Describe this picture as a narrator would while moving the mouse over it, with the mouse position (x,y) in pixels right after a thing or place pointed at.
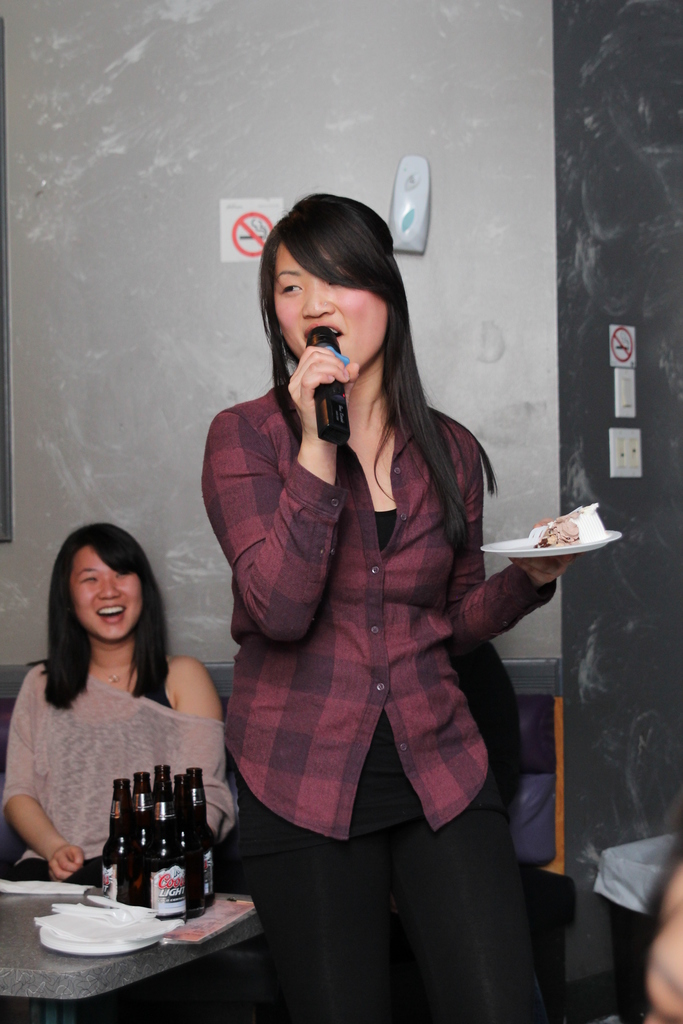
On the background of the picture (299,88) we can see a wall (424,100) and a box (419,209) here. This is a socket (630,471) and we can see sign boards (254,214). Here we can see one woman (139,684) sitting on a chair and holding a smile (100,608) on her face (128,596). Here we can see one women (302,587) standing and holding a mike (327,433) in her hand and also a plate (523,555) in which there is a food (548,539) and she is talking something. Here on the table (150,972) we can see bottles (180,809).
